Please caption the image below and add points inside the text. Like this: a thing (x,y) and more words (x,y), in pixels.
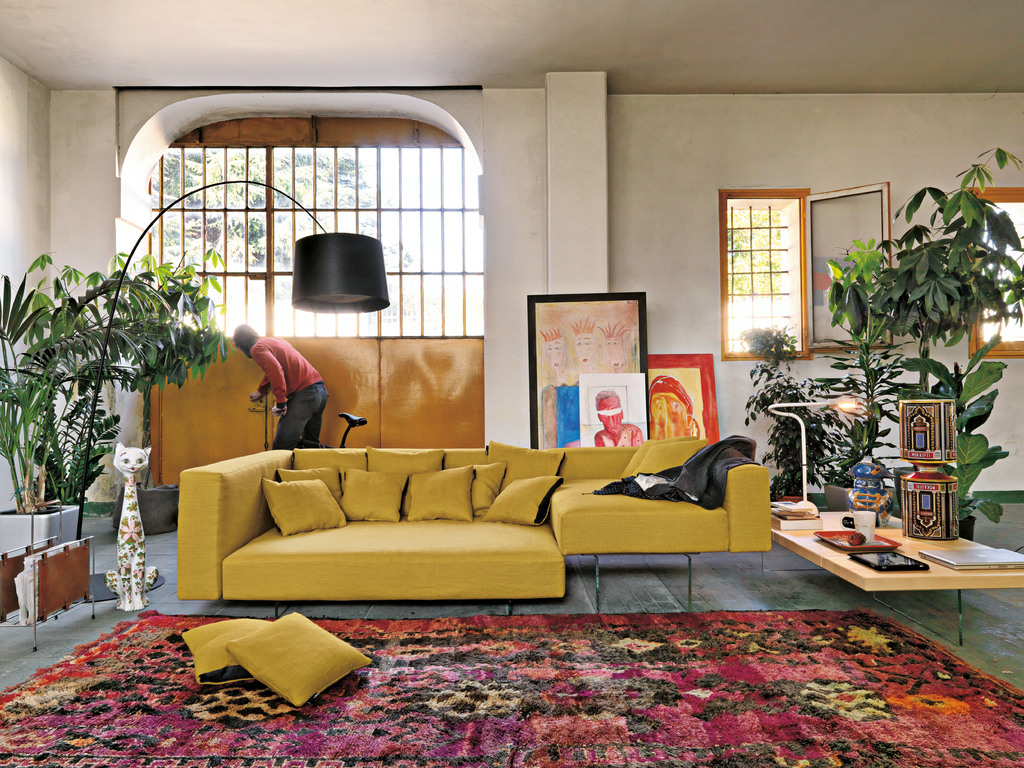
This image is clicked inside the house (504,355) where a man (293,362) is standing in the background (294,370). In the center (438,510) there is a sofa (482,514). At the right side (859,396) there are plants (980,454). In the background (753,297) there is a window (752,261), frames (614,362) supporting on the wall (678,308). On the floor (109,551) there is a carpet (639,691), two cushions (265,661). At the left side (9,433) there are plants (45,397) and statue (129,525) of the animal (127,548). In the background (389,377) there is a gate (412,359) yellow colour, outside the gate (397,347) there are trees (238,175).
